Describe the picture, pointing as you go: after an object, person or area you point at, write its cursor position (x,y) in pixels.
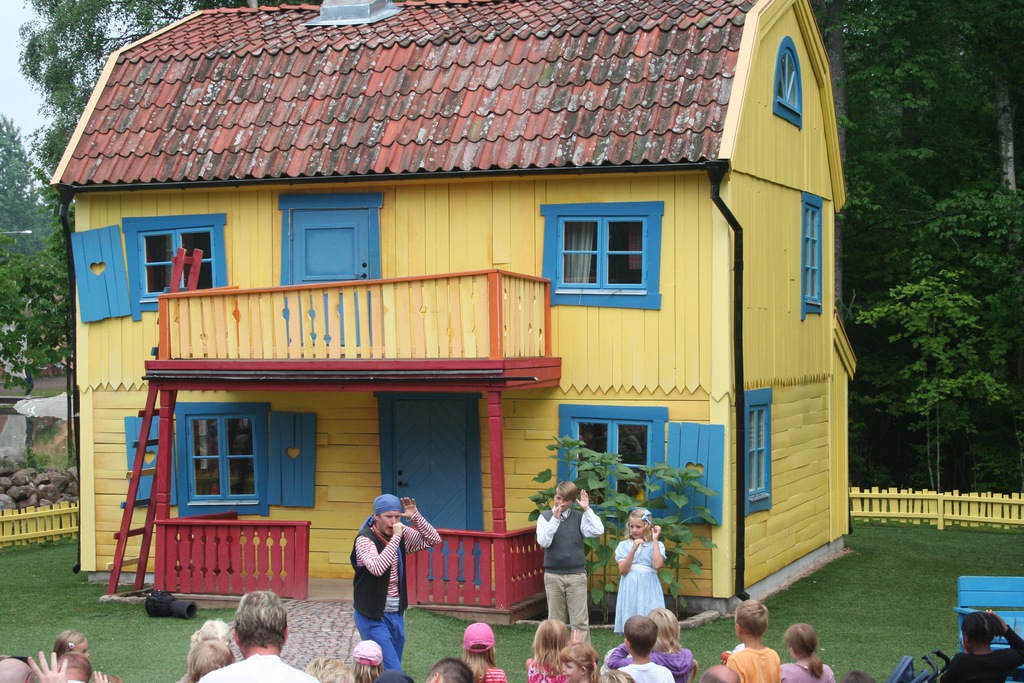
In this picture I can see group of people (754,653), there is grass (944,544), plants (636,502), ladder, rocks (36,471), fence (226,575), camera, house (155,156), and in the background (88,98) there are trees (58,86) and sky (16,59).
